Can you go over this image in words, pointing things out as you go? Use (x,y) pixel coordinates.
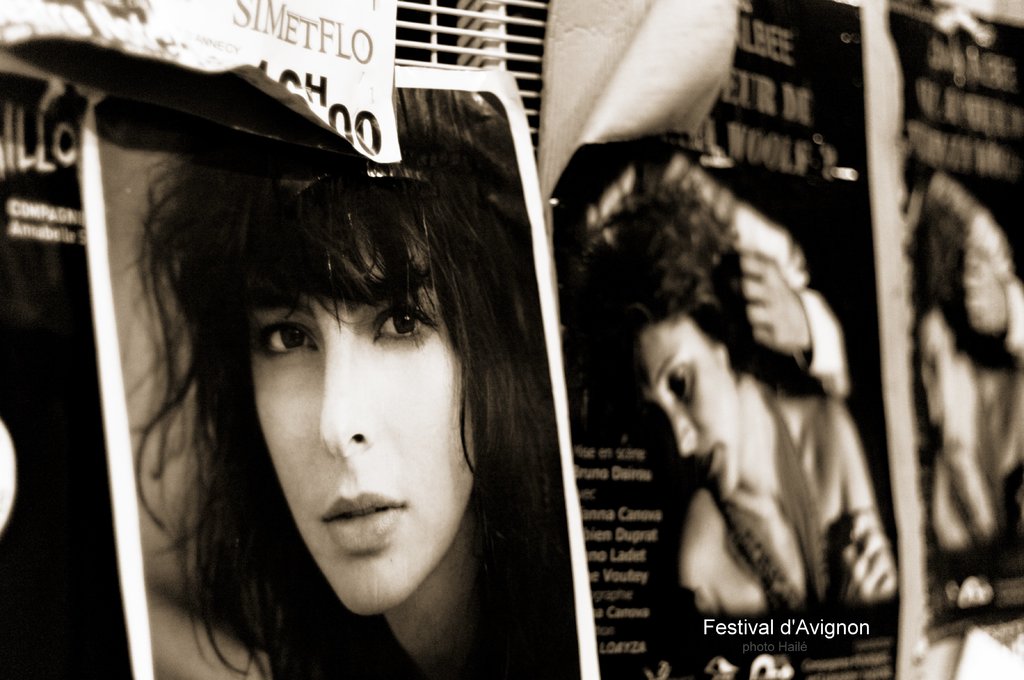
In this image, we can see few posters (549,446). In these posters (626,468), we can see few people (958,462) and some text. Top of the image (481,59), we can see a grill (494,57). At the bottom of the image (779,635), we can see a watermark (763,630).
